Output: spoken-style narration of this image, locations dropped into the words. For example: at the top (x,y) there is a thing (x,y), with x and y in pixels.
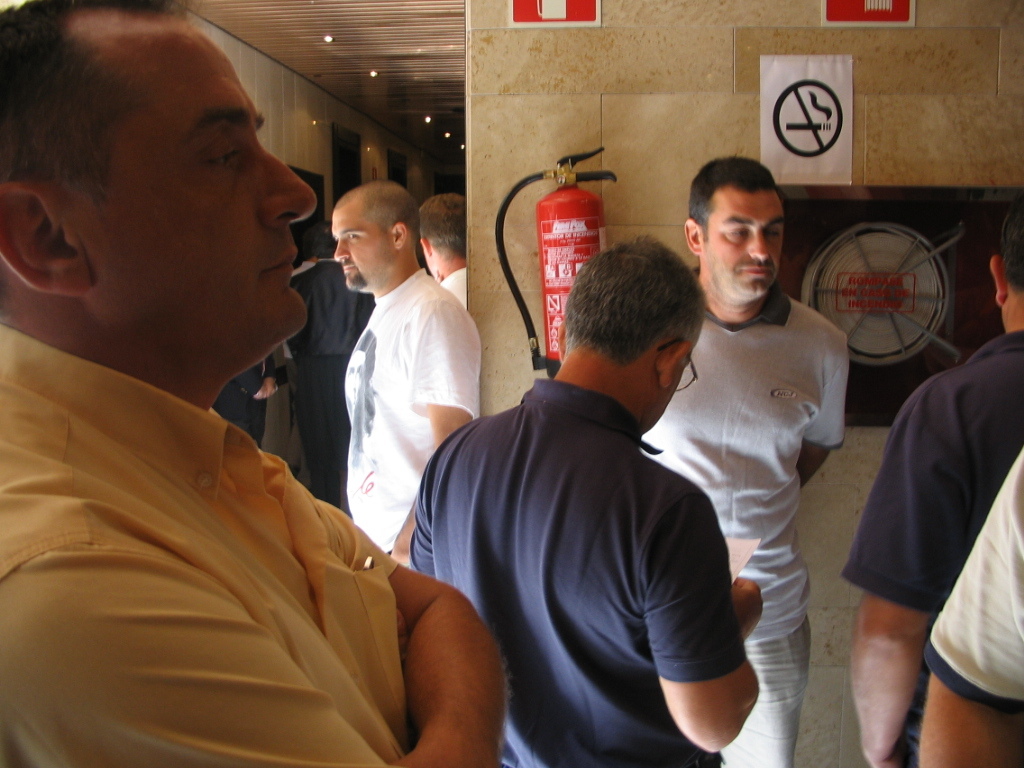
In this image, there are a few people (305,454). We can see the wall (582,114) with a fire extinguisher (562,241) and an object (968,210). We can also see some posters (850,15) and frames (353,137). We can see the roof (422,85) with some lights (371,75).
